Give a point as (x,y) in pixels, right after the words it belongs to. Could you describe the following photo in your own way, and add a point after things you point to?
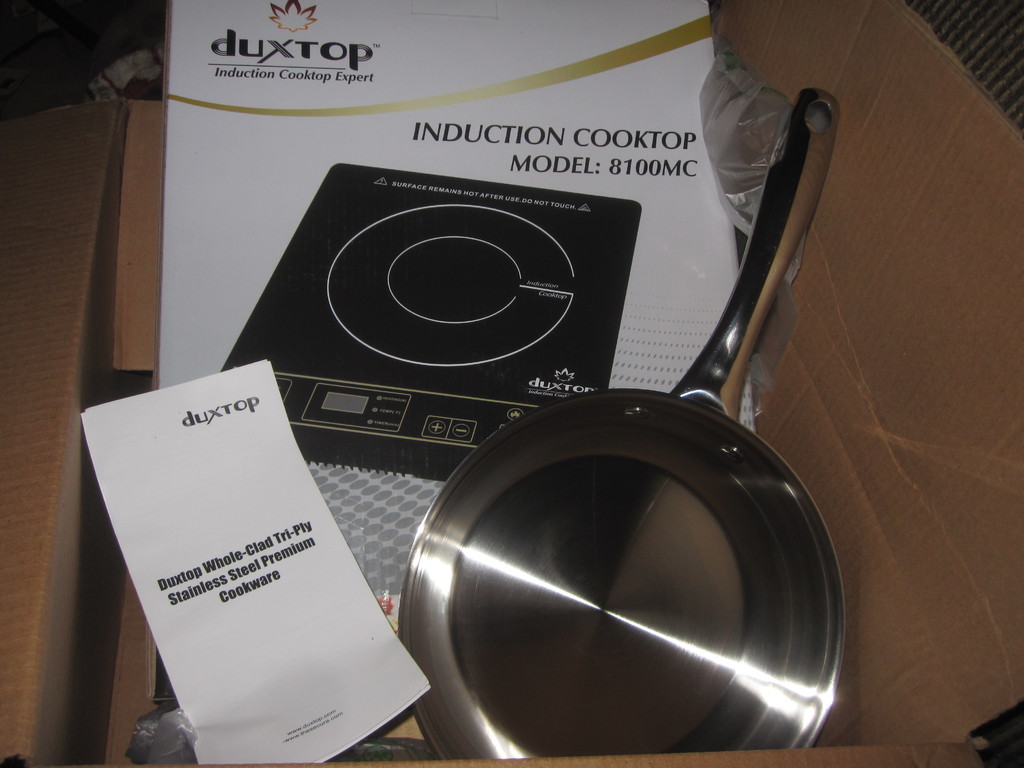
Here I can see a pan (547,532), paper (326,556), sheet (434,207) and some other objects (418,459) are placed in a card box (58,401).
